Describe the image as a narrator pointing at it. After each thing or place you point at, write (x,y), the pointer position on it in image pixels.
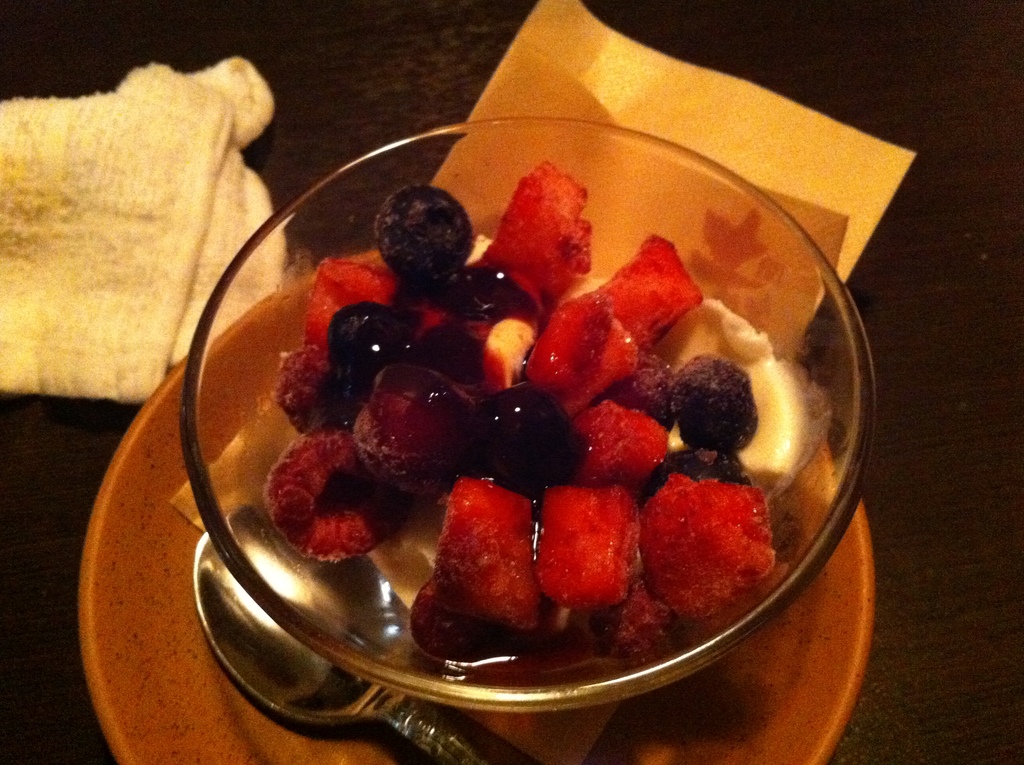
There is a black surface (270,58). On that there is a towel (177,199), paper (620,102), saucer (146,643). On the saucer (200,689) there is a spoon (315,681) and a bowl (357,626) with fruits (544,379) and some sauce (461,384).
